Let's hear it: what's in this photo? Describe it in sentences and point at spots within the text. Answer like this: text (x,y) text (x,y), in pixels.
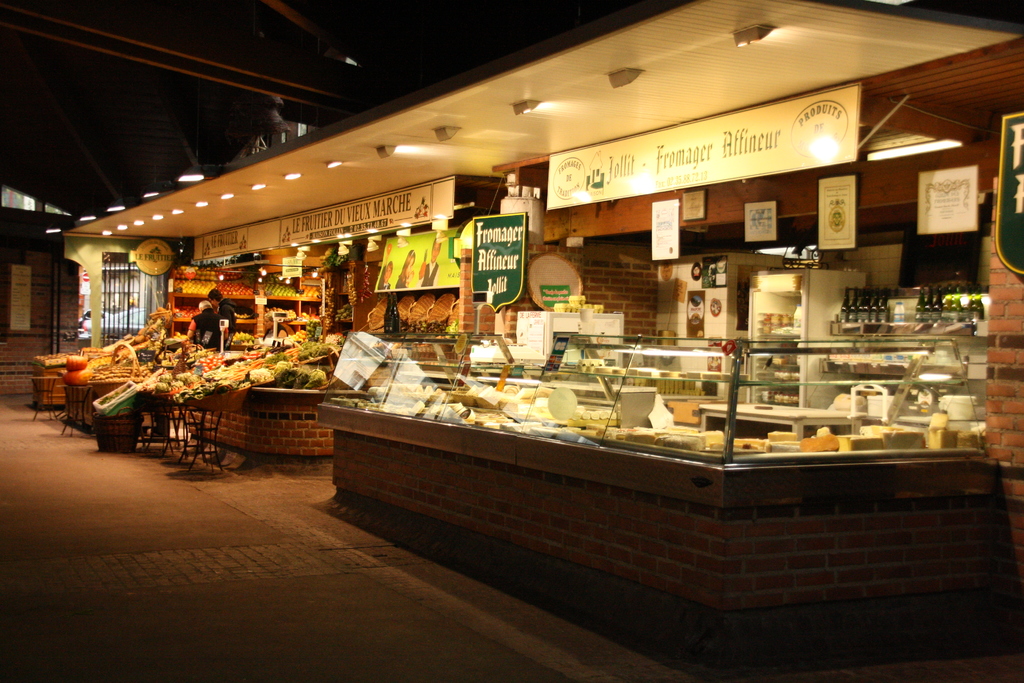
In the middle of the image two persons (198,320) are standing. Behind them there are some food stores (547,273) and there are some banners (552,160). At the top (315,106) the image there is a roof (339,45) and lights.
